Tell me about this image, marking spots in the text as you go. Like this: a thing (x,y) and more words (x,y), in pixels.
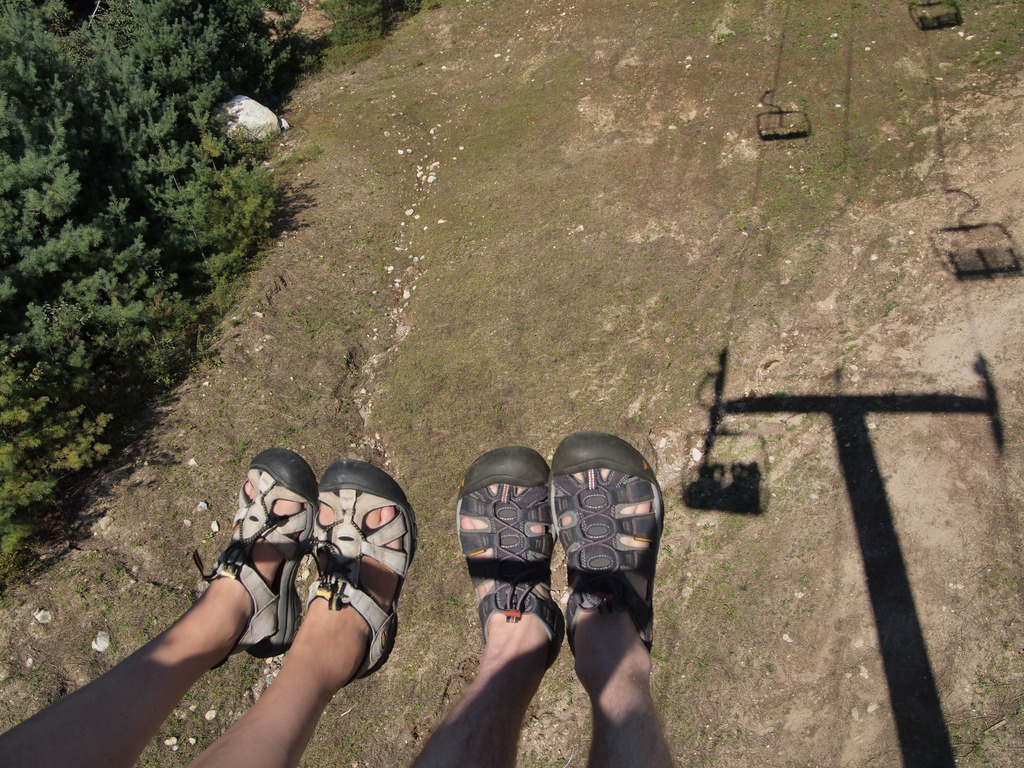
On the left side (163,680), there is a person (136,715) wearing slippers (363,606). Beside this person (263,735), there is another person (506,707) wearing slippers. On the right side (901,634), there is a shadow (898,561) of a pole (841,447) which is having threads (846,177). To these threads (847,30), there are some vehicles (726,489) connected. In the background (649,216), there are trees (33,117), stones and grass (526,113) on the ground (630,190).
